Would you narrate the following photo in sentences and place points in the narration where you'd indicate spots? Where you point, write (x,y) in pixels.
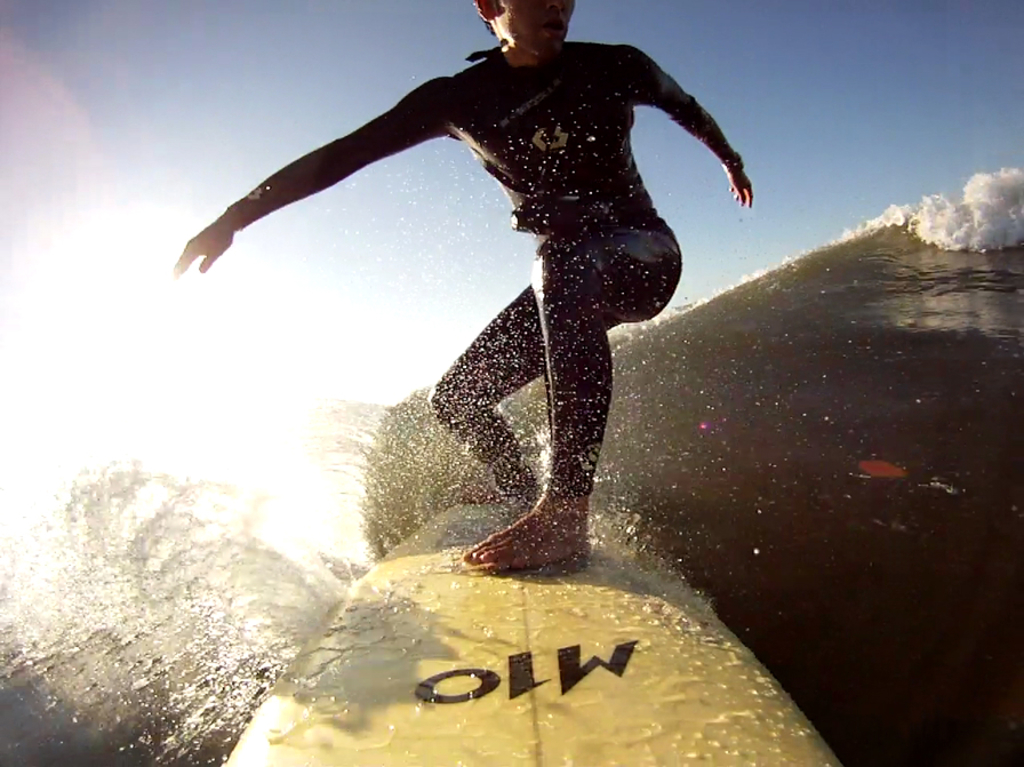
In this image we can see a person (502,502) standing on a surfboard (526,634). Also there is water (735,497). In the background (376,41) there is sky (128,150).
